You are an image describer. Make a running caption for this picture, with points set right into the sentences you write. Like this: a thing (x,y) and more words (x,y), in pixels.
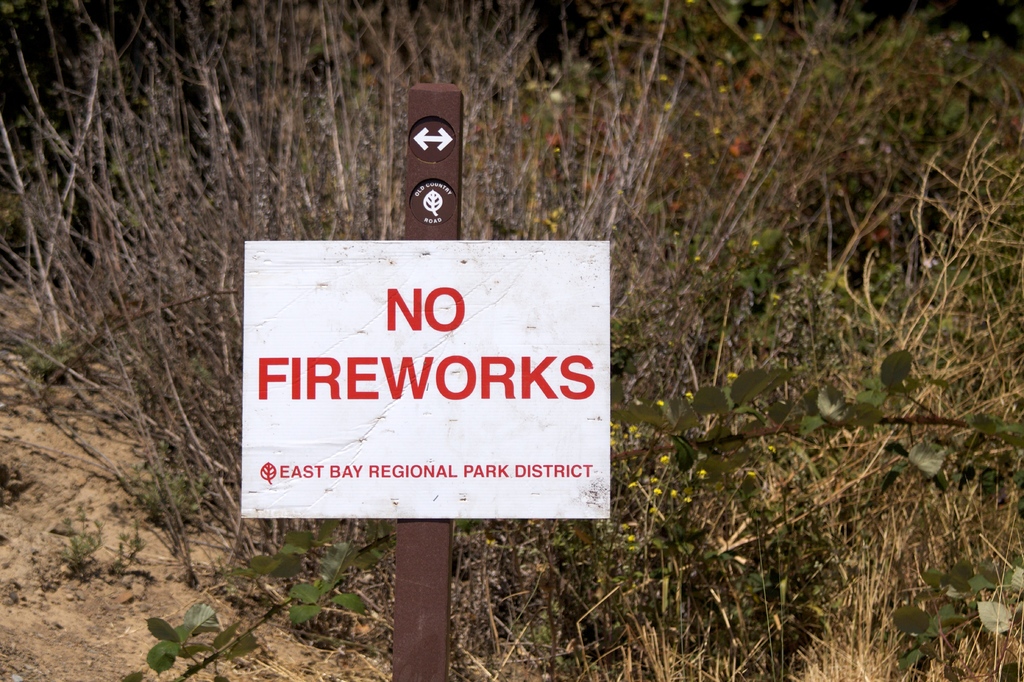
In this picture I can see the sign board (431,414). In the back (703,149) I can see the plants (690,213) and grass (619,586). In that sign board (462,471) I can read that no fireworks.
